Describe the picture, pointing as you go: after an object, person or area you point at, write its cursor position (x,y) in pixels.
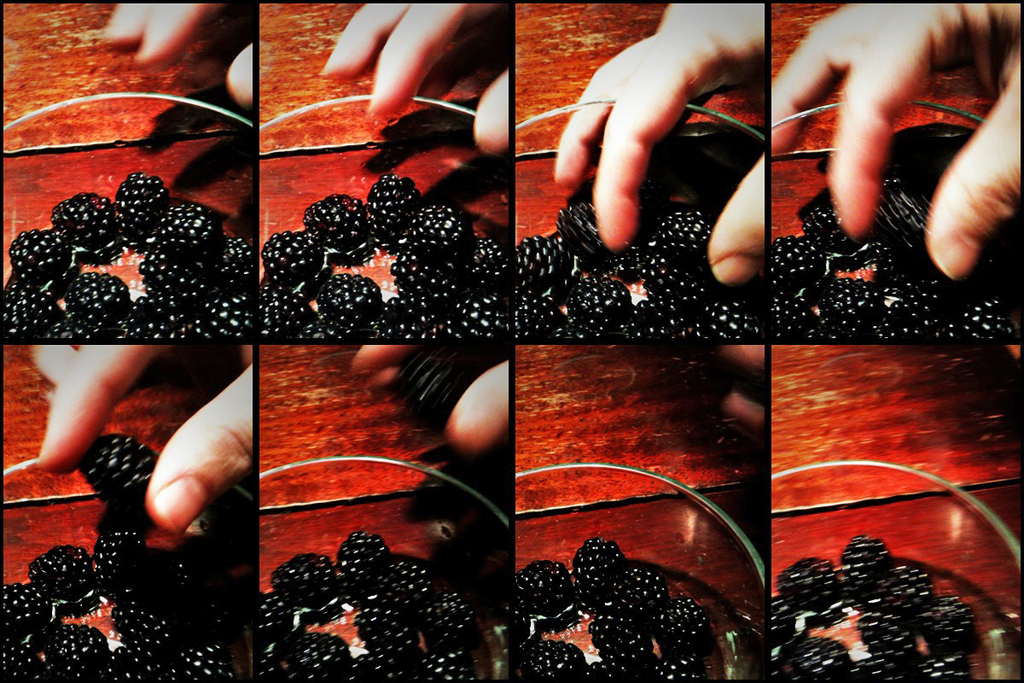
This is a collage image. In this image we can see a person (111,364) holding berries (151,248) placed in the bowl (221,219).
